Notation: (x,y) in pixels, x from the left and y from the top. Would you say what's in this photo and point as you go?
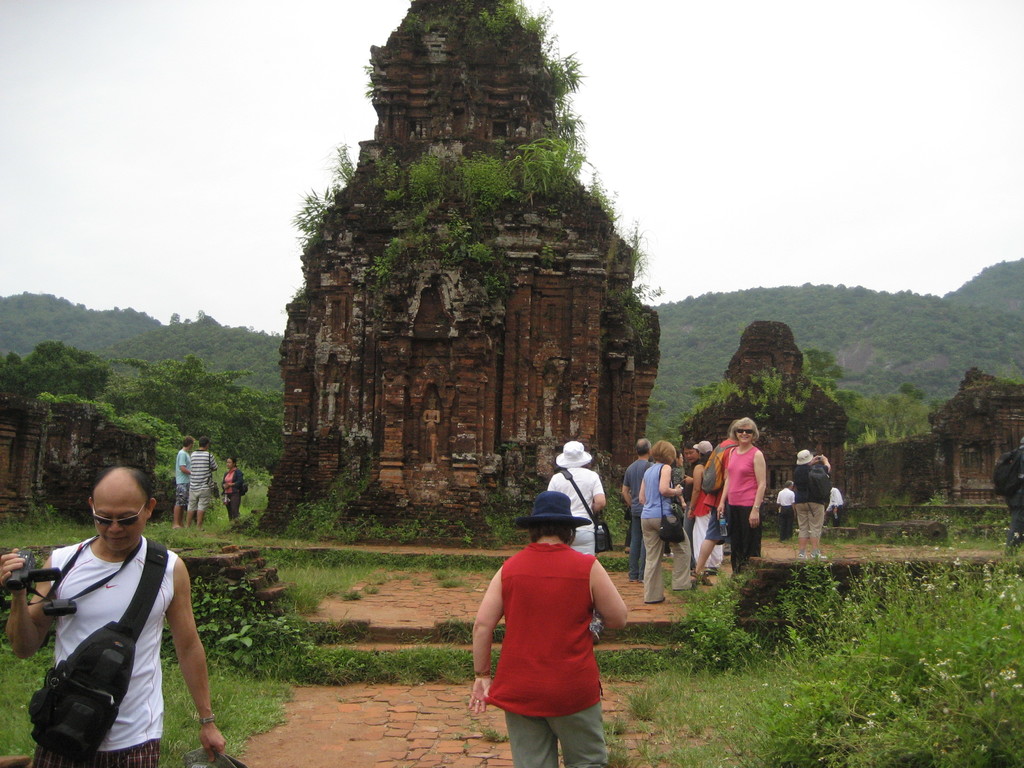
In this image, we can see some persons (544,501) wearing clothes (234,513). There are ancient temples (539,398) and hills (843,317) in the middle of the image (503,357). There are some plants (945,654) in the bottom right of the image (919,715). There is a sky (651,206) at the top of the image (734,97).
